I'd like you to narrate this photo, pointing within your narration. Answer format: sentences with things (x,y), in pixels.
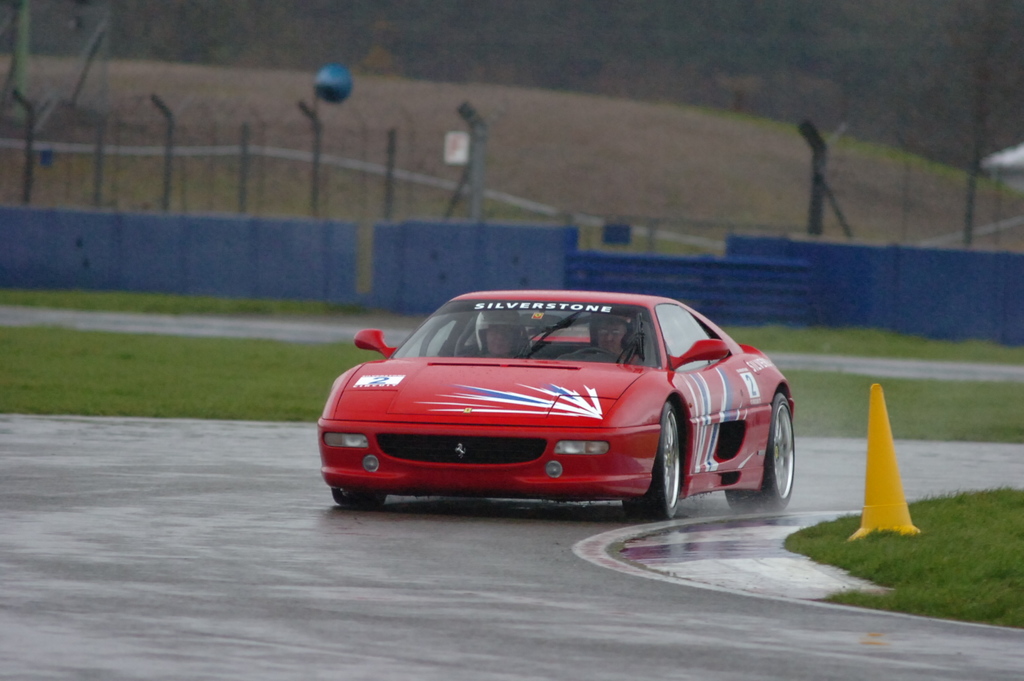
There is a car (400,466) on the road (595,533). Here we can see a traffic cone (891,518), grass (905,576), fence (326,299), and poles (21,99). There is a blur background (1010,237).
